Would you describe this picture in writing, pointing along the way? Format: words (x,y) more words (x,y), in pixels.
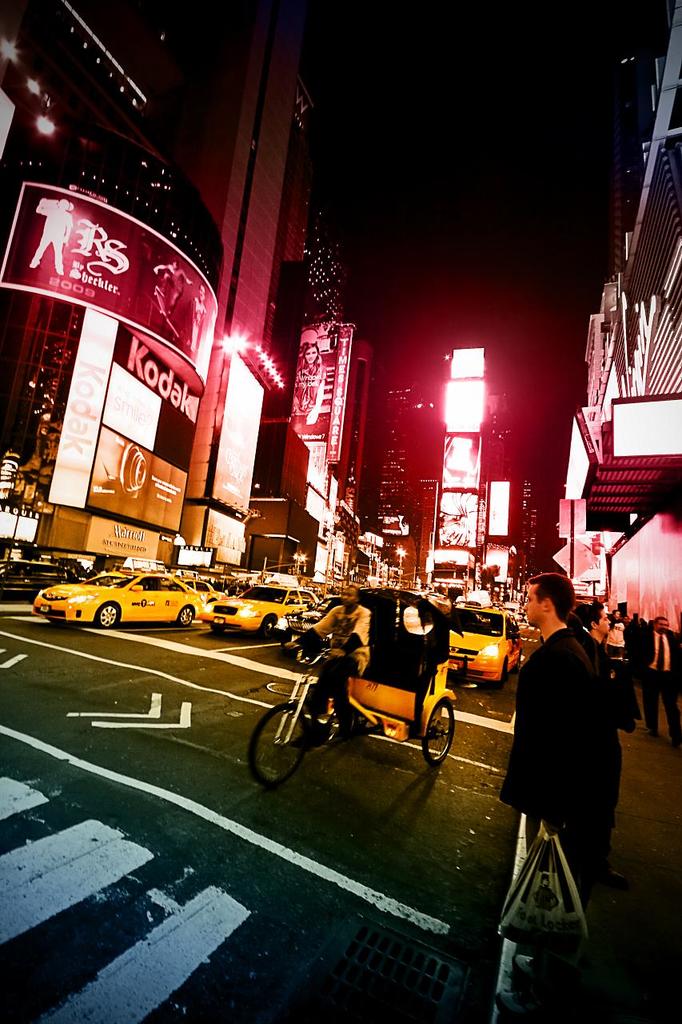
In this image a person (581,676) is standing and he is holding a carry bag (549,888), A group of cars (168,597) are moving on the road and large buildings (94,104) we can see in the image.
